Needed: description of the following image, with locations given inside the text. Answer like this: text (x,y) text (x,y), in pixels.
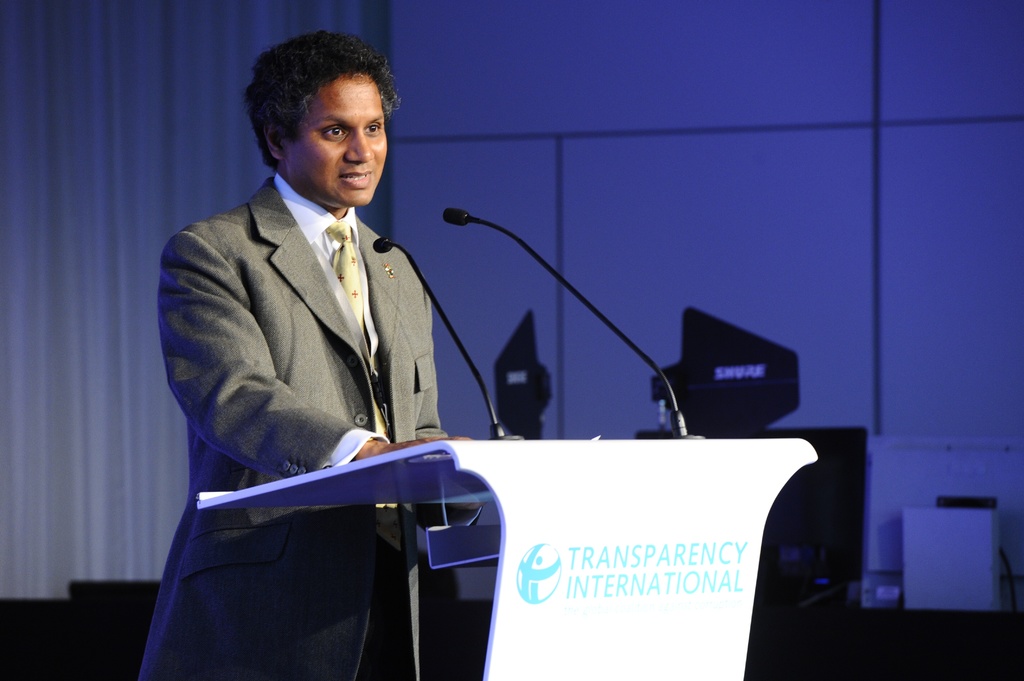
In this image I see a man (265,371) who is wearing grey color suit (242,407) and I see a podium (422,466) in front of him on which there is something written and I see mics (387,251) over here. In the background (615,296) I see the wall (619,193) and I see the white curtain (156,219) over here.
